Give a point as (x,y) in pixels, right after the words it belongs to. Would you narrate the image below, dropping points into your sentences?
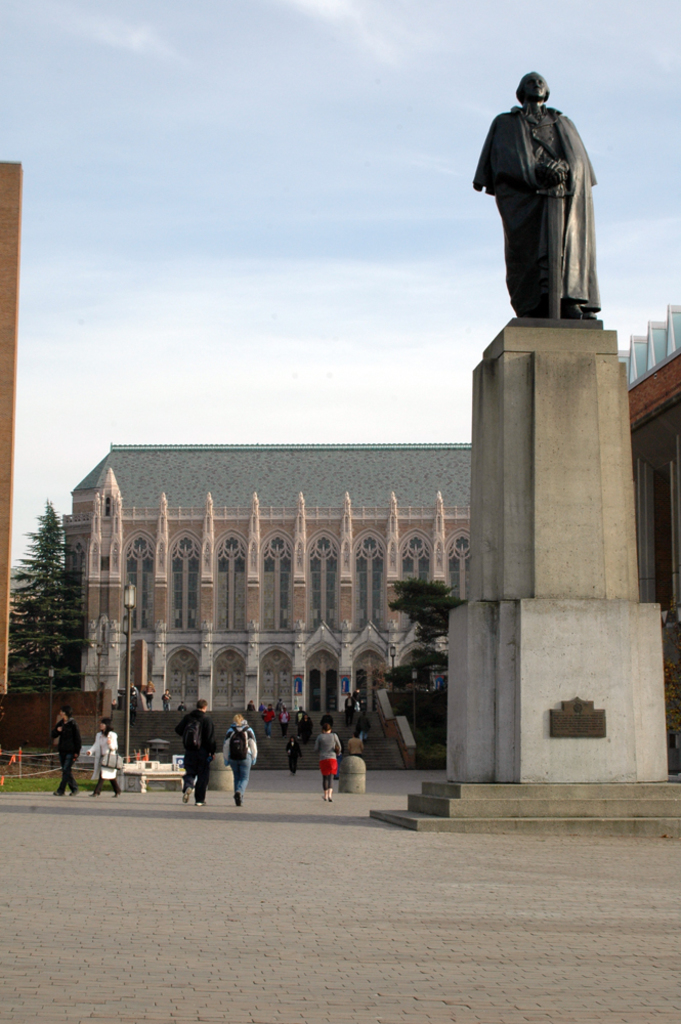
In the foreground of this image (499,464), on the right (529,456), there is a sculpture (548,311). On the left (99,790), there are persons (239,795) walking on the pavement (248,790), a light pole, stairs (378,725), trees (422,660), buildings (298,541) and the sky (283,155).
